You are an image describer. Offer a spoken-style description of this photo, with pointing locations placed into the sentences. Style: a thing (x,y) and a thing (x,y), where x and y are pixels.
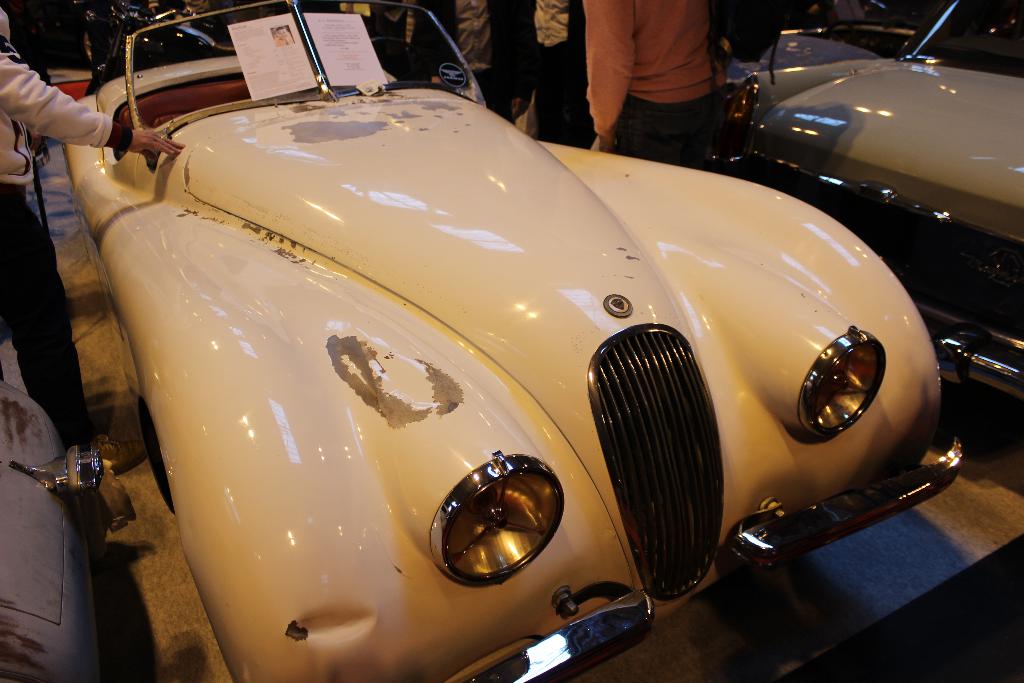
In this image I can see few cars (641,239) and here on this car's windshield (311,42) I can see two white color papers (288,66). On these papers (301,43) I can see something is written. I can also see number of people (563,3) are standing.
